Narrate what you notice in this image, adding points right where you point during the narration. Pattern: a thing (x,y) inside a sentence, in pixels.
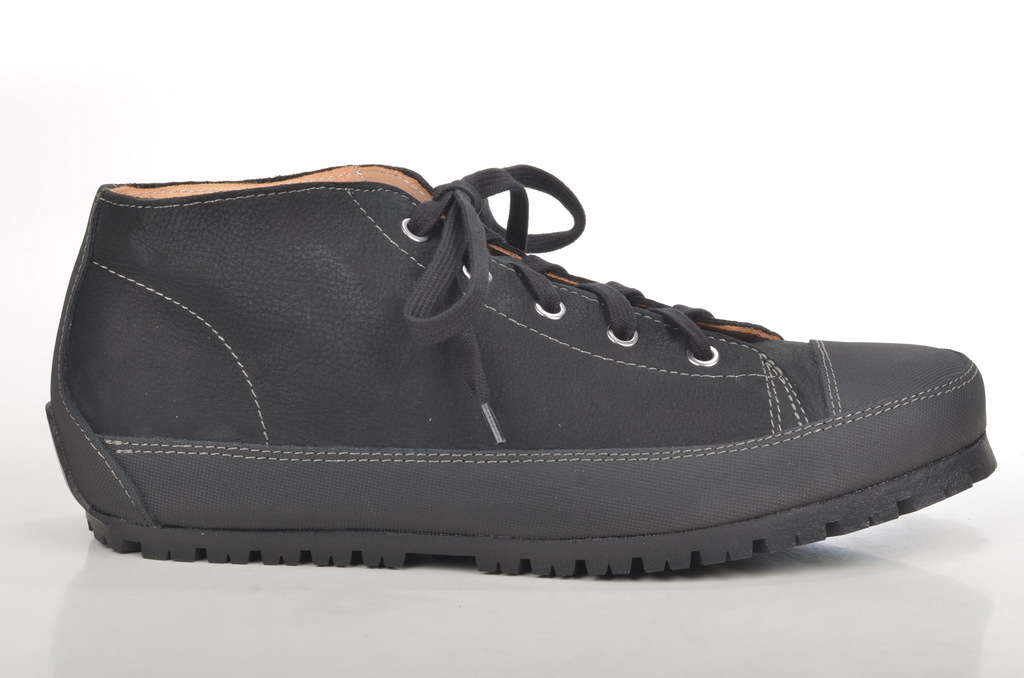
In this picture I can see black color shoes (486,453) and I can see white color background (348,92).
